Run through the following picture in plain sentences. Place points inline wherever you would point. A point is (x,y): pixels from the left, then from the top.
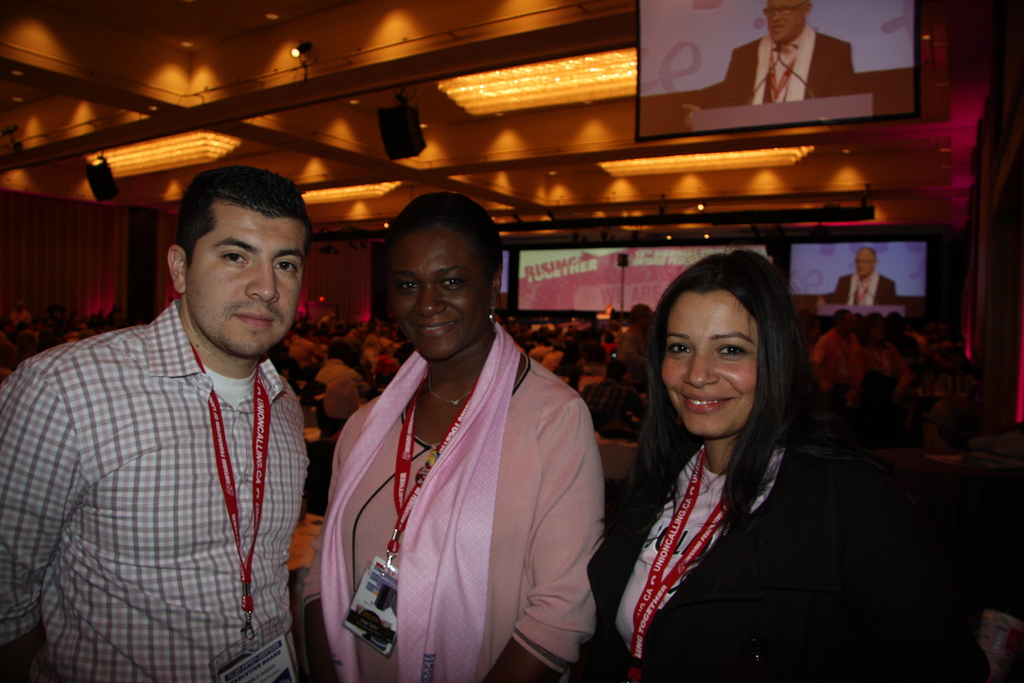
In this picture we can see two women (469,389) standing and smiling. There is a person (233,238) standing on the left side (39,483). We can see some people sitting on the chair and a few people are standing on the right side (848,345). We can see a few screens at the back (760,249). There is a person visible on these screens (668,278). We can see a few lights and other objects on top of the picture (843,150).
